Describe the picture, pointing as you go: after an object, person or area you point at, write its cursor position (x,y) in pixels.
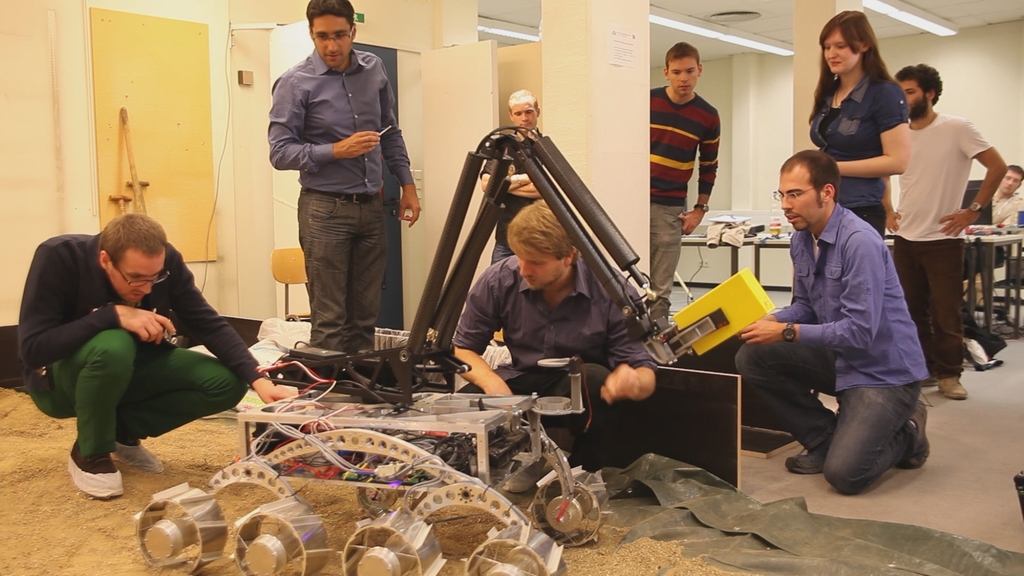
Here we can see few persons (862,422). There are objects (470,398), tables (776,242), pillars (813,54), chair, and a door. In the background (507,51) we can see wall (918,62) and lights (892,8).
